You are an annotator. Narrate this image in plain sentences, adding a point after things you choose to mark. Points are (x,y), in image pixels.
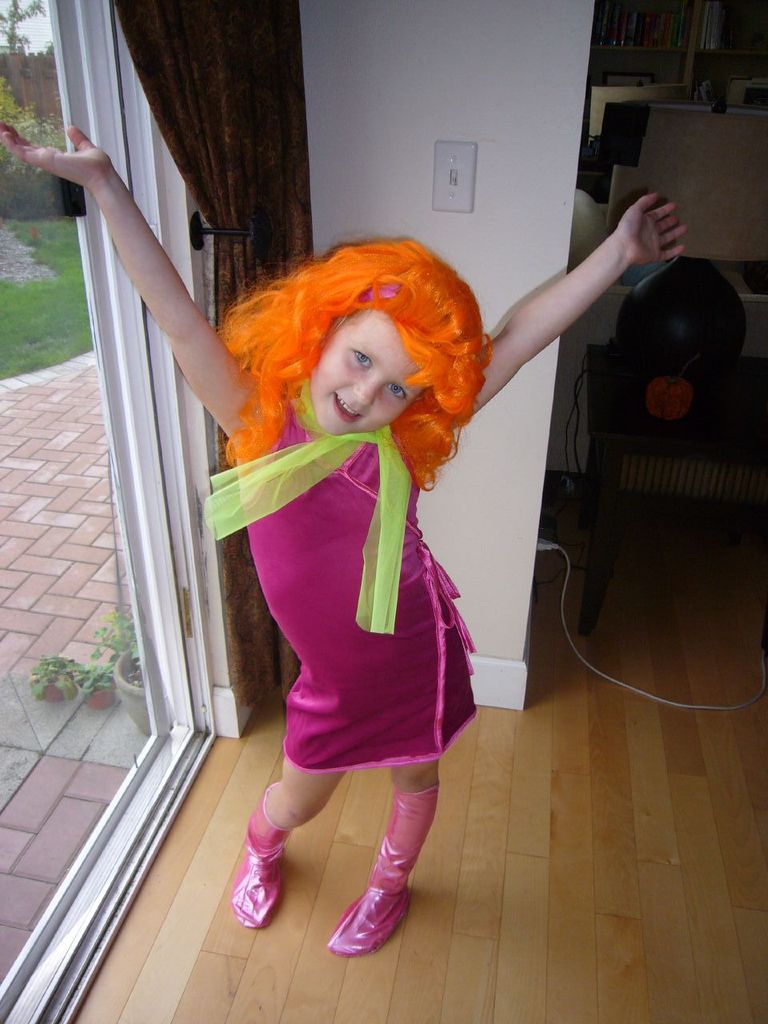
In this image we can see a girl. There are many plants (117,644) in the image. There are many objects (723,221) at the right side of the image (718,242). There is a grassy land (35,311) in the image. There is a door (117,726) and curtain (274,130) in the image.
